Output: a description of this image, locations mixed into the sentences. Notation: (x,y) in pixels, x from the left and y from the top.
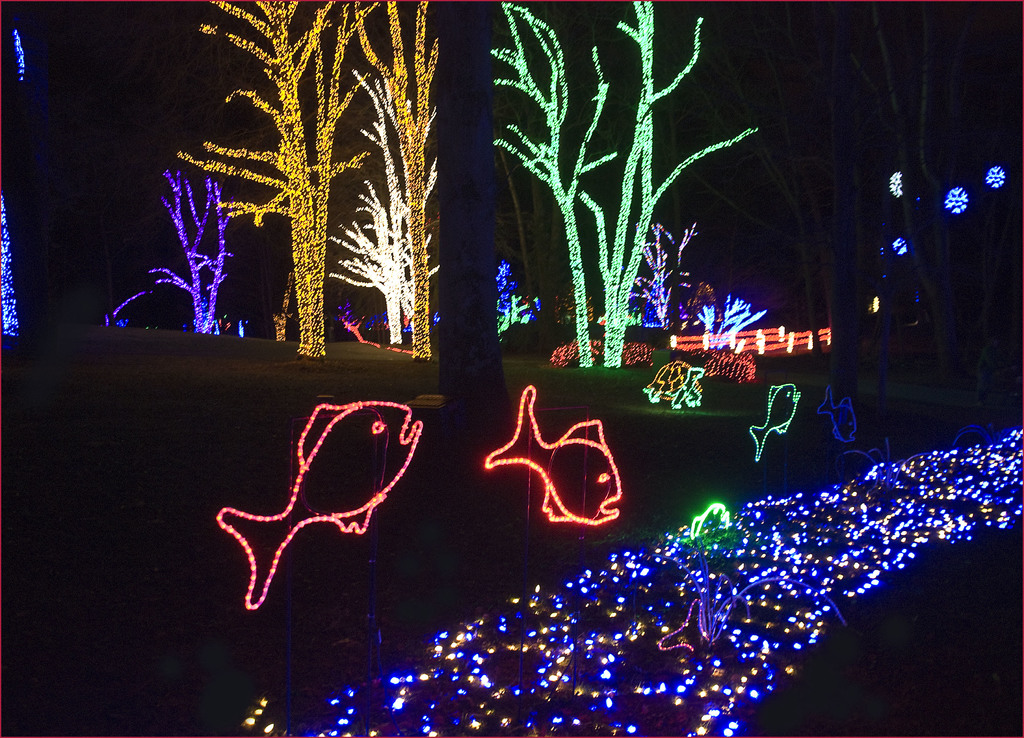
There were some trees (300,174) here which were completely decorated with lighting (313,237). There is a path (497,656) which is made up of lights (755,613). There is a fish shaped lighting (317,515) here. There is a railing (709,347) which is covered with lights (775,348). We can observe number of trees (621,286) which were covered with different colour of lights (365,270).
